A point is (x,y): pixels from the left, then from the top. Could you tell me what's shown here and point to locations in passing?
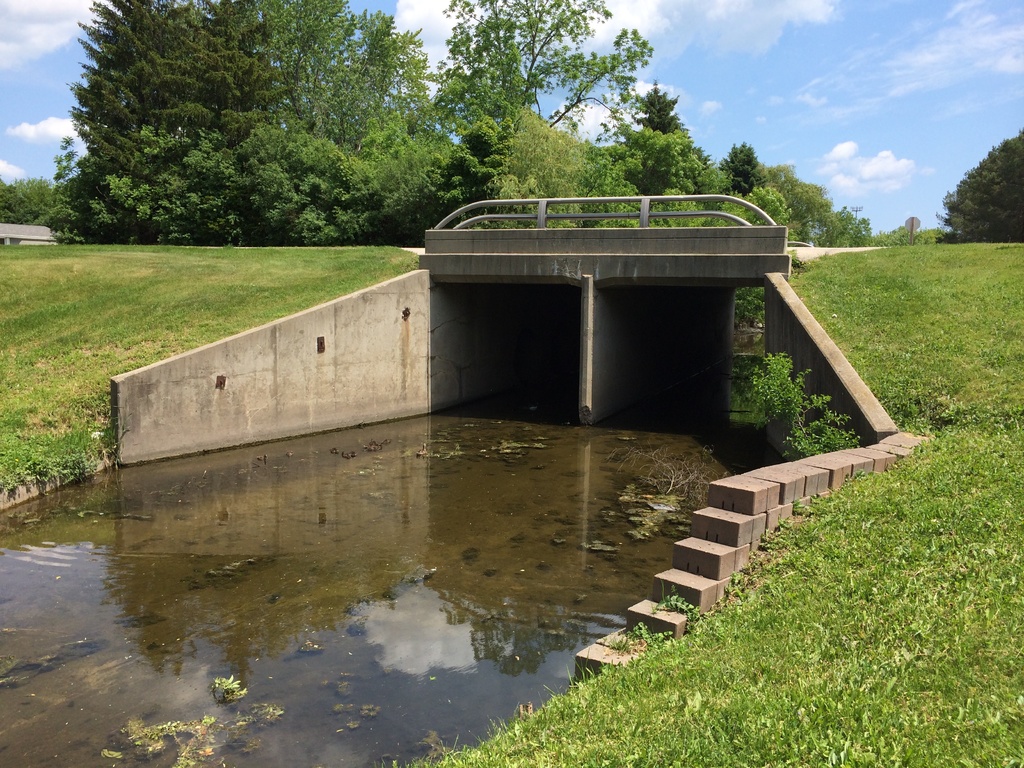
In this image we can see concrete bridge (766,318), water (381,469), grass (834,263), trees (563,183), at the top (952,57) we can see the sky (901,54) with clouds (971,54).
